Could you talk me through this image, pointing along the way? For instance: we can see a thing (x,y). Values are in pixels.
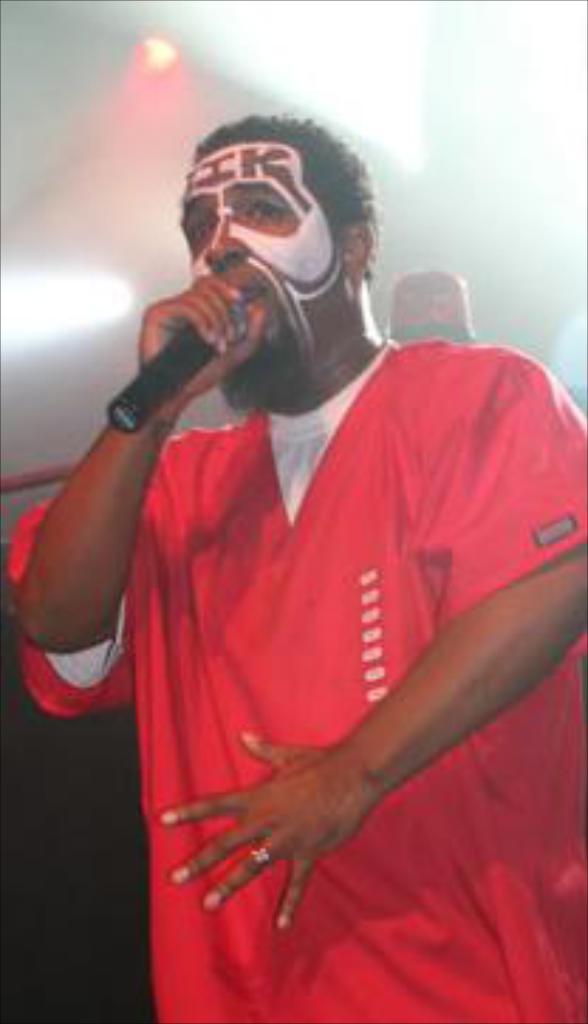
This person (293,891) standing and holding microphone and wear red color dress (315,626). On the top (24,323) we can see lights (375,1).
